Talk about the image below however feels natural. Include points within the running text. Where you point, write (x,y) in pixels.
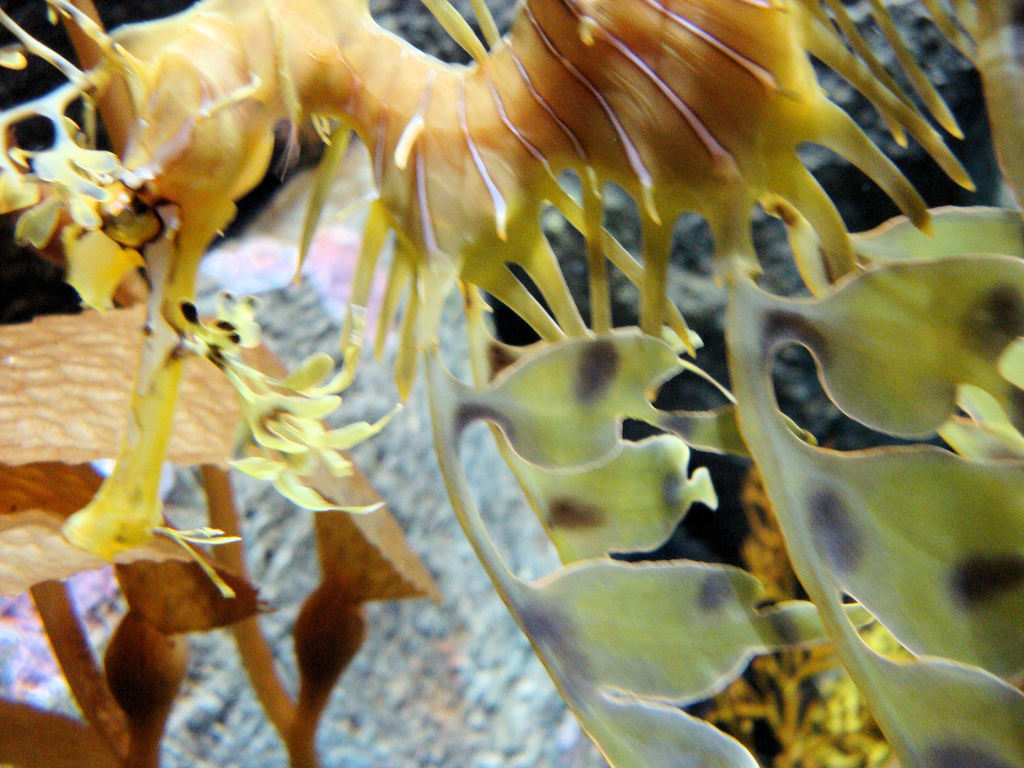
In this image we can see a fish (390,217) and objects (6,339).
